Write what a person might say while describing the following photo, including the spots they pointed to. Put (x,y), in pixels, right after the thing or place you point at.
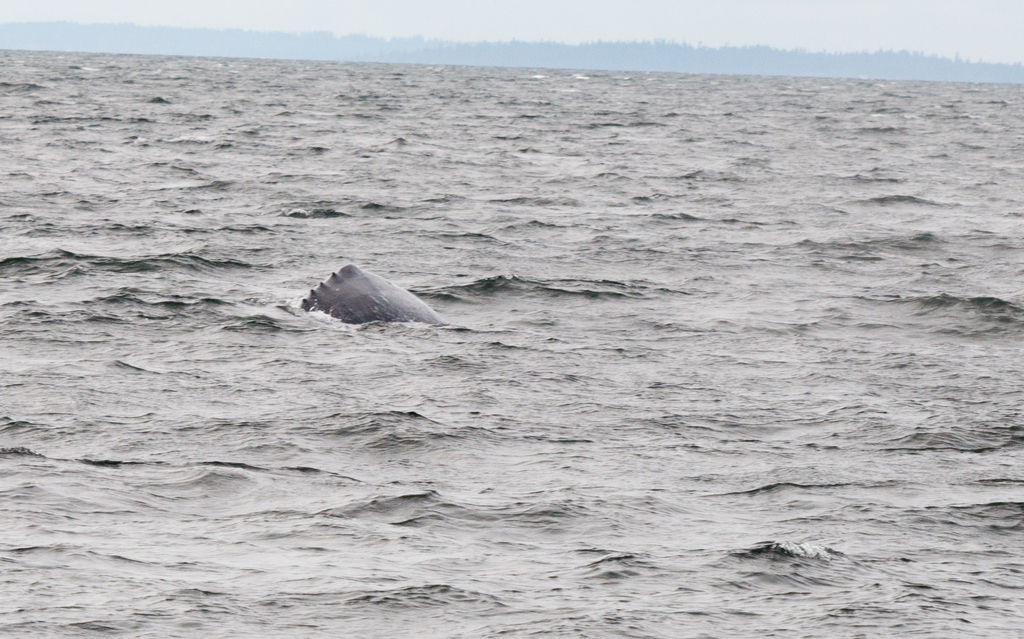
In this image we can see there is an object (333,313) in the river (330,527). In the background (949,44) there is a sky (928,28).
